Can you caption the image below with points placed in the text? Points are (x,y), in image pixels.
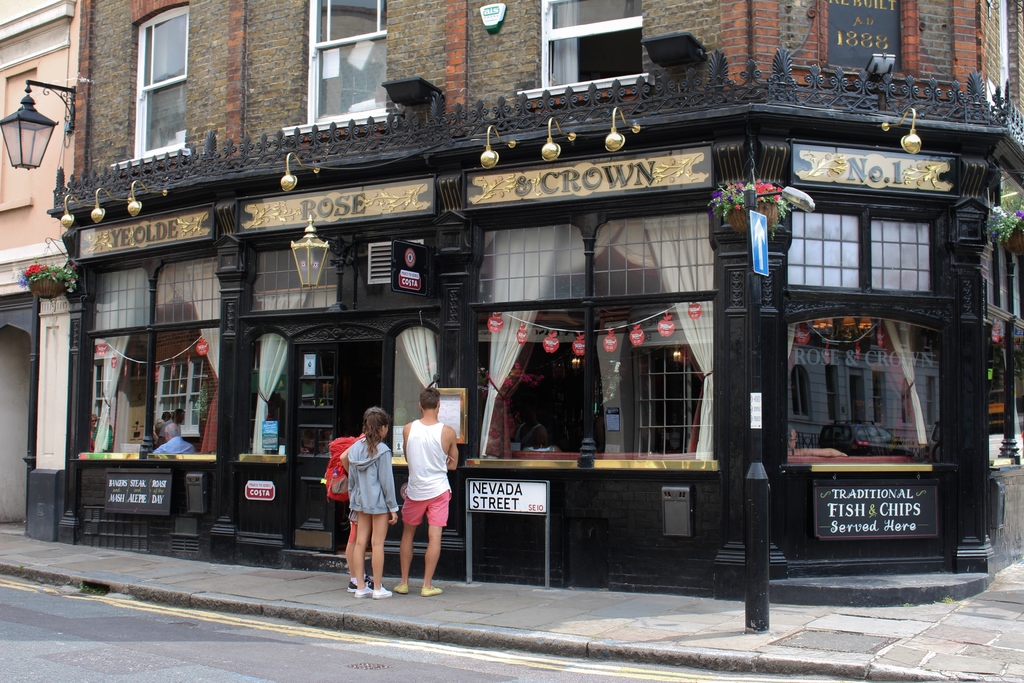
In this image, we can see a building (646,465), walls (392,296), windows (536,243), lights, sign board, pole (752,493), flower plants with pot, curtains (278,354), name boards (115,497). At the bottom (440,653), there is a road (274,661). Here we can see few people (353,475). Three people (424,457) are standing on the walkway (515,606).
